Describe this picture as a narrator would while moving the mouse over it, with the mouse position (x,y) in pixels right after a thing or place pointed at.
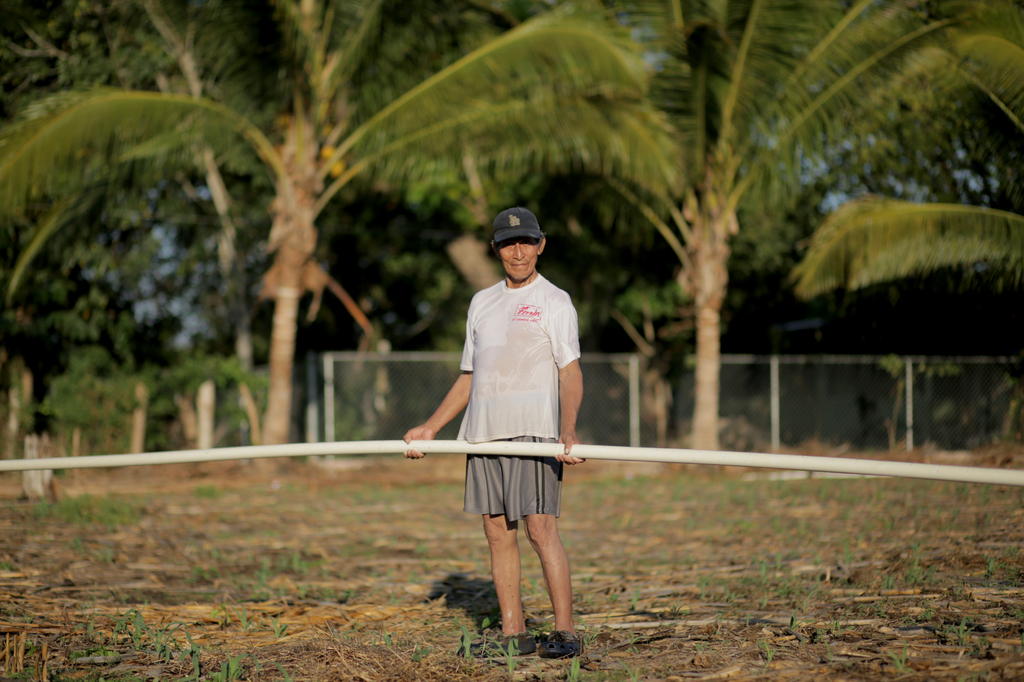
In this picture, I can see a garden (236,535) and a person (515,502) holding a stick (973,468) and behind the person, They are numerous trees (482,106) and after that i can see boundary wall (980,418) which is build with iron (339,369) and finally i can see few coconuts (330,153).
